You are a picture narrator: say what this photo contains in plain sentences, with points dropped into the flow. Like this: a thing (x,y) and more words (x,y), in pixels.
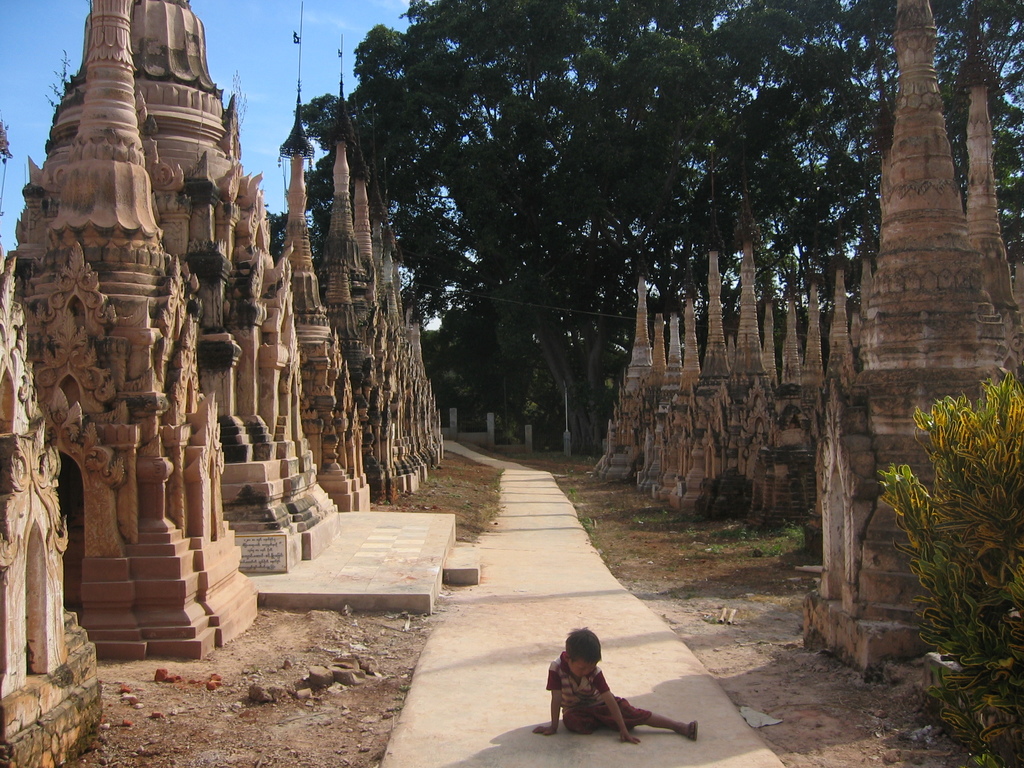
In this image we can see sculptures (948,380). At the bottom (586,732) there is a person (607,709) sitting. In the background (504,262) there are trees (428,152) and sky (363,11).
